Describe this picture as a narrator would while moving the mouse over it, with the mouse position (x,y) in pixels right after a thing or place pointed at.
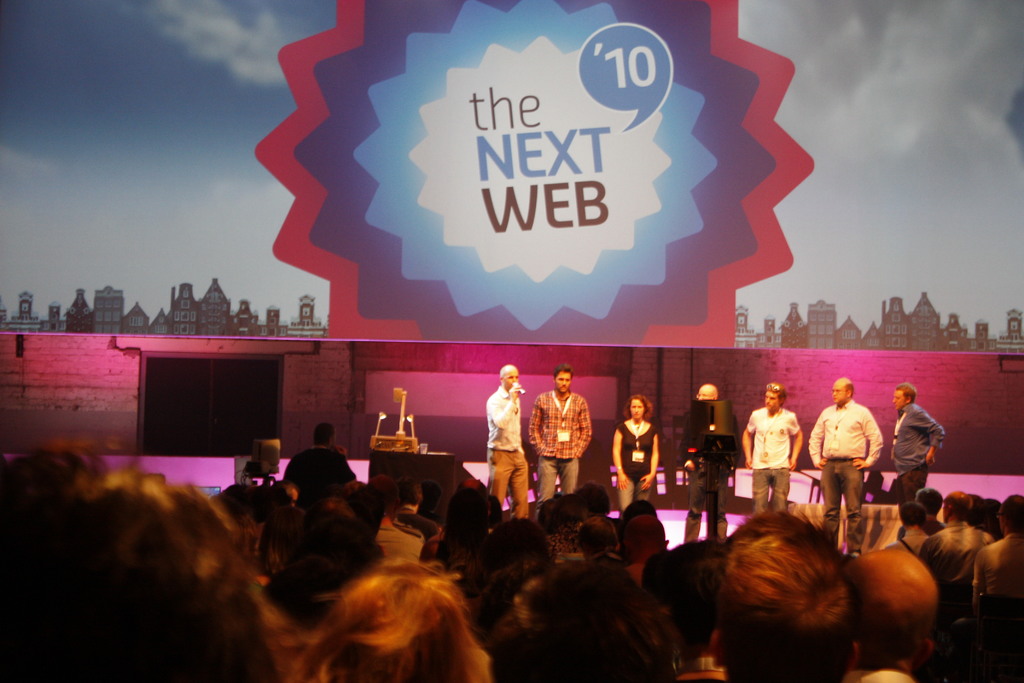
In this picture we can see a group of people (240,563) and in the background (260,261) we can see a banner (285,259).
